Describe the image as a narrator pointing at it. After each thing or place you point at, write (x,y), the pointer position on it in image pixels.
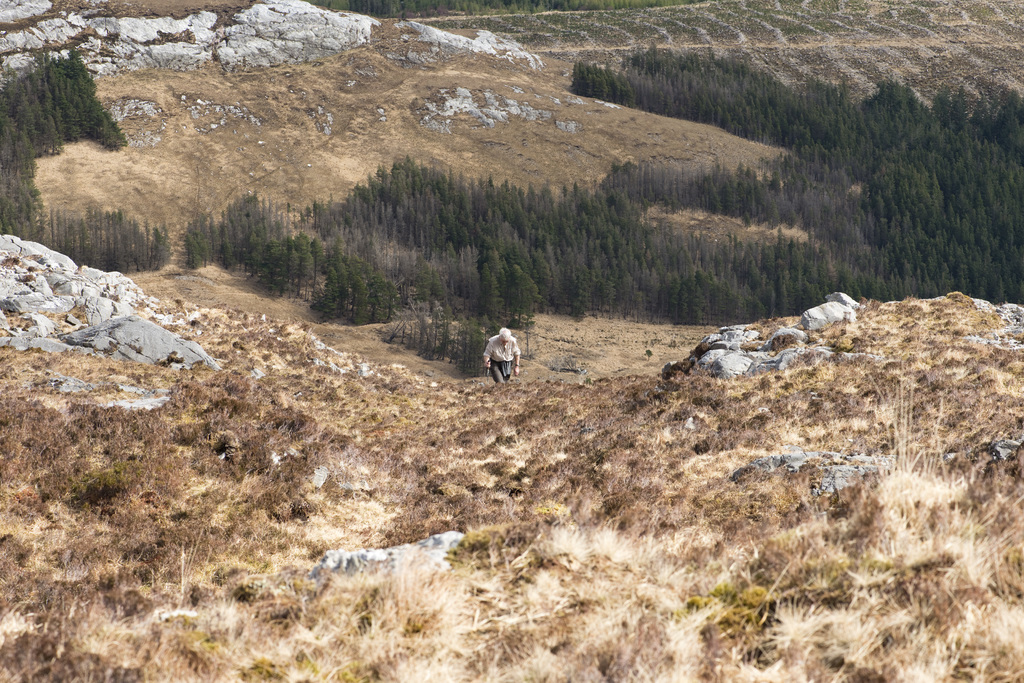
In this picture, there is a hill (429,523) at the bottom (455,530). On the hill (167,482), there are plants (448,398), stones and grass (572,560). In the center (509,374), there is a person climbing the hill (493,426). In the center (460,288), there are trees (750,198). At the top (255,25), there are stones (296,27) and grass (294,76).
